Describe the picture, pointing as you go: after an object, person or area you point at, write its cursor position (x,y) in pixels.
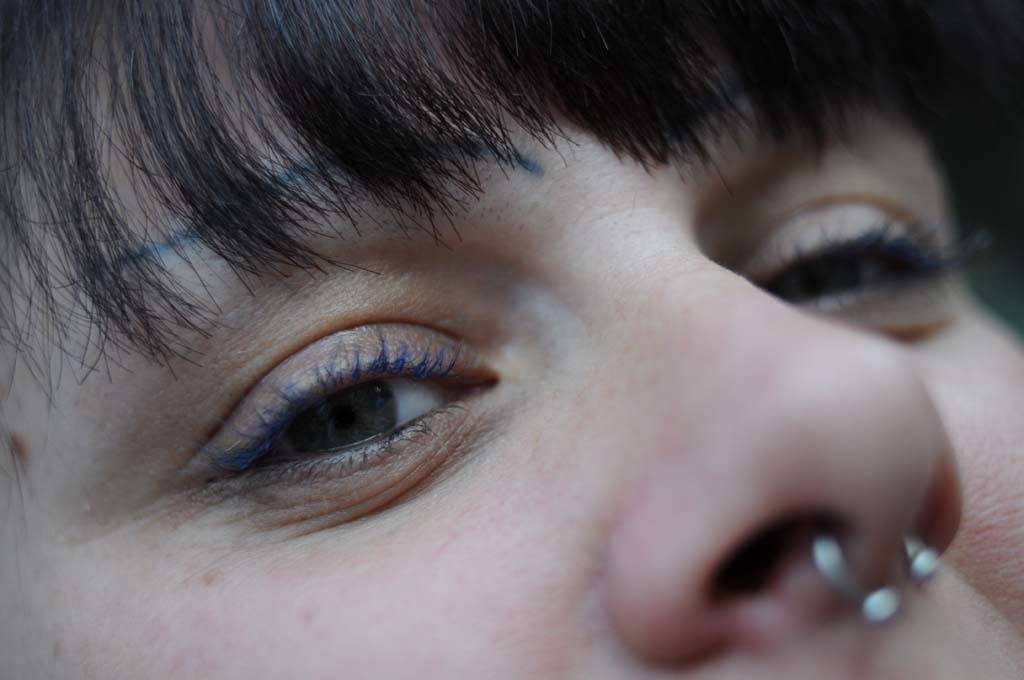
In this image there is a person (844,530) wearing a nose pin (818,546). Person's forehead (309,197) is covered with hair (373,97).
